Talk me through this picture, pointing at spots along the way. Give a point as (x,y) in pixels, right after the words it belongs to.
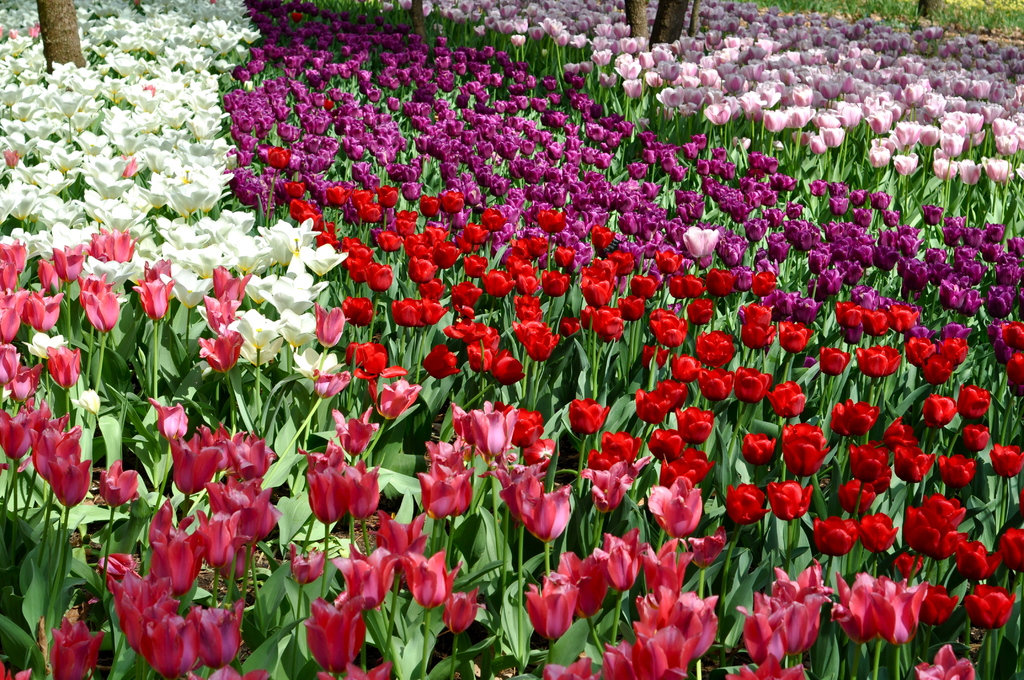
In the image in the center (510,360) we can see plants (462,396) and flowers (836,407), which are in different colors.
